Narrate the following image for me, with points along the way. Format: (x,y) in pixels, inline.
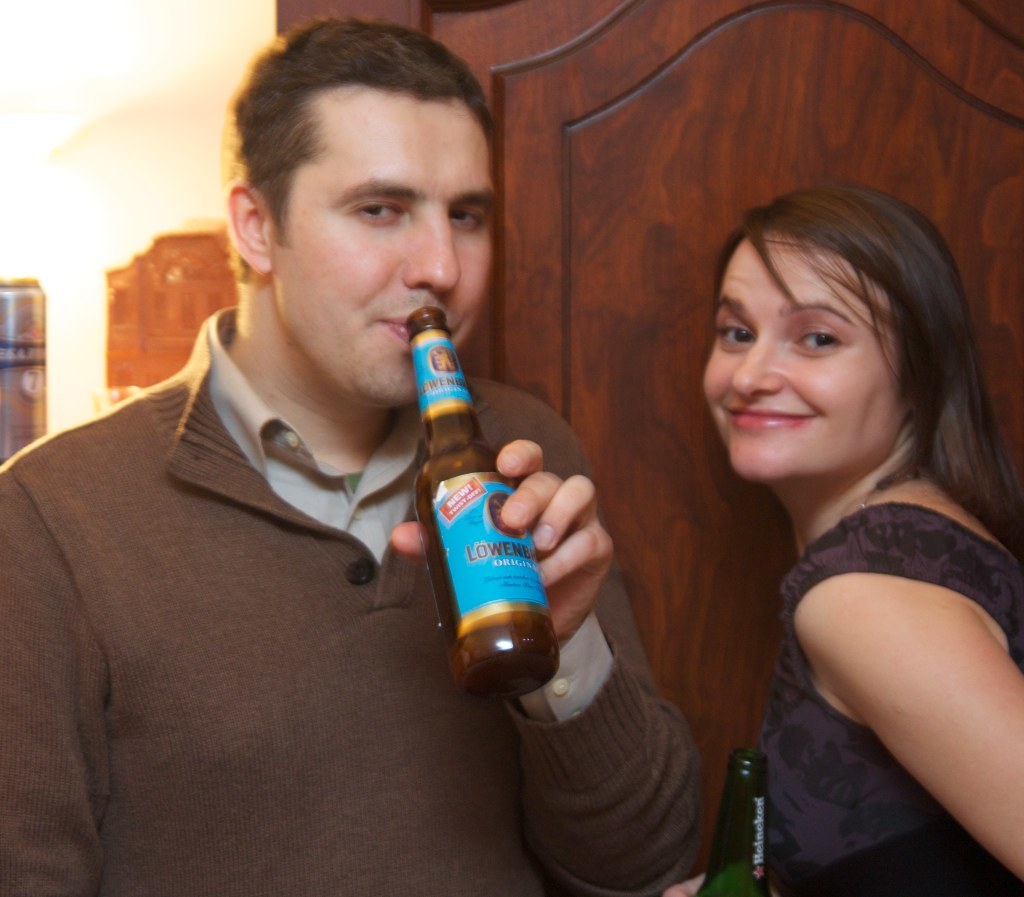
In this Picture we can see the a Man (238,548) wearing brown sweatshirt (296,641) is holding the beer bottle (443,505) near the mouth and smiling, Beside we can see the a woman (806,846) wearing black dress (788,867) is smiling. Behind we can see the a beautiful wooden door (815,124).
